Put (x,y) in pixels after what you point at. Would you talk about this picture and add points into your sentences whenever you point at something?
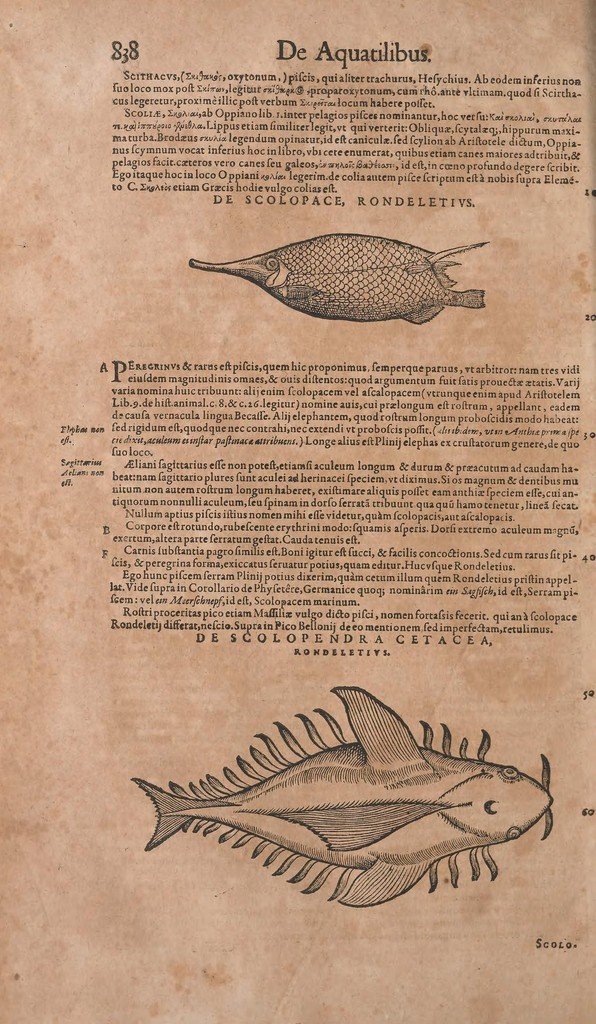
In this image we can see two type of fishes (373,799) drawing on paper (321,290) and some text (392,138).
